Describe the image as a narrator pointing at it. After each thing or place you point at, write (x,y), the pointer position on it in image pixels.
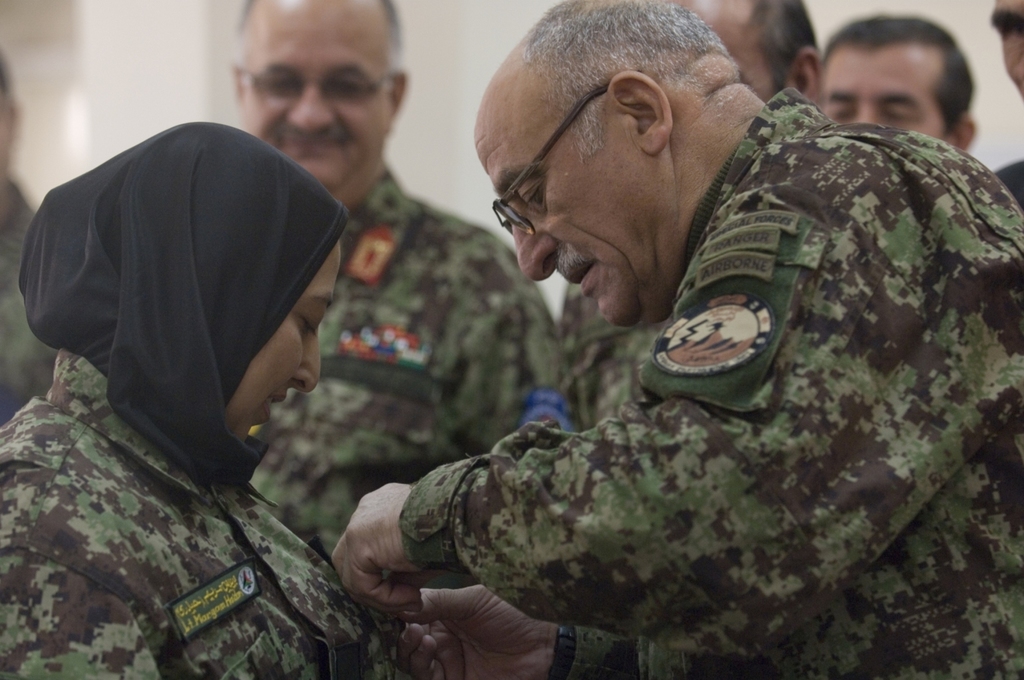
This image is taken indoors. In the background (355,93) there is a wall (829,22) and a few people (390,235) are standing. On the left side of the image (197,622) there is a woman (169,450). On the right side of the image (750,290) there is a man (637,472) and he is placing a badge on the uniform (307,558).
